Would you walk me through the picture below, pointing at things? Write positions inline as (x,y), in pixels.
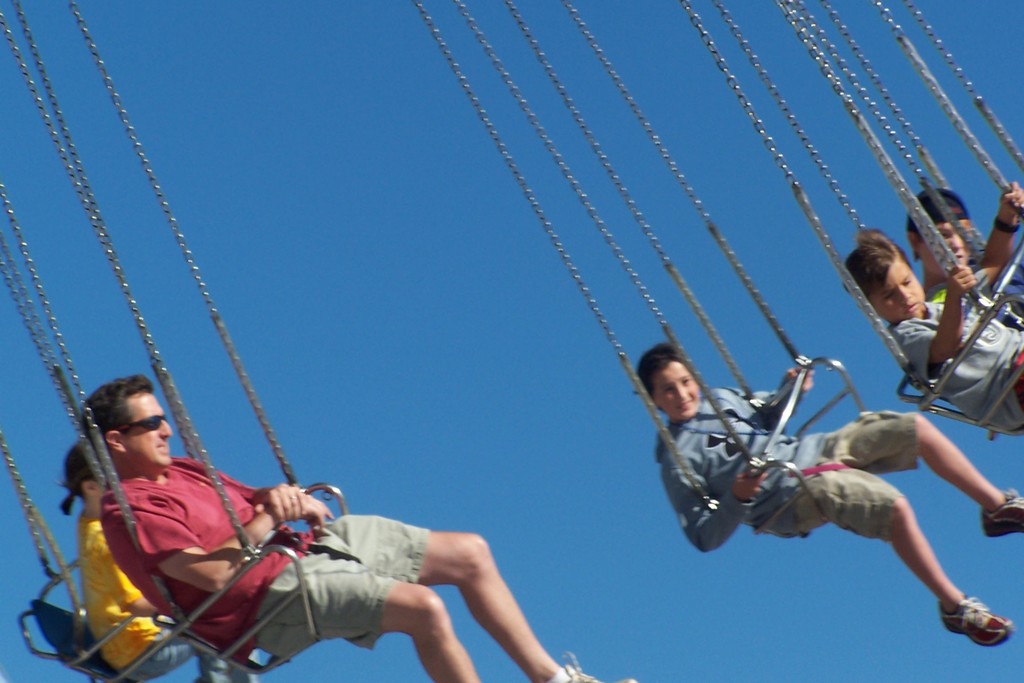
In this image we can see the people (308,570) sitting on the chair swing rides (38,520) and in the background (468,288), we can see the sky (463,329).
